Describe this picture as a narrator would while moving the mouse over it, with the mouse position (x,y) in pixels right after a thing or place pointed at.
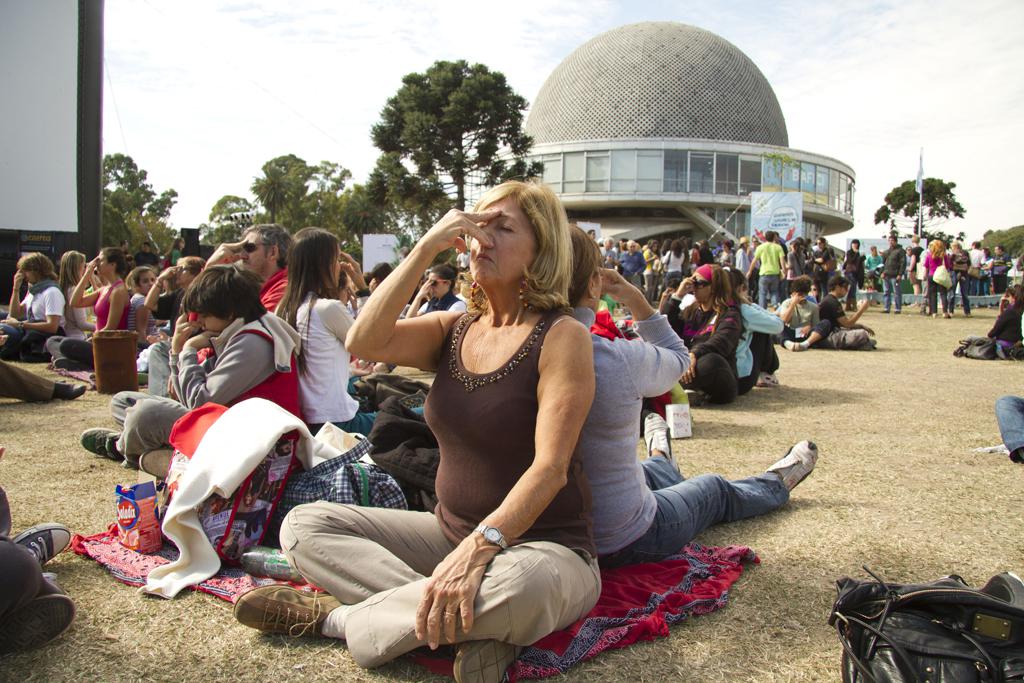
In this image few persons (462,366) are sitting on the grass land (785,526). Few persons (920,270) are standing on the grassland (913,380). A woman (535,431) wearing a brown top (477,445) is holding her nose (484,246) with her hand (473,229). Beside her there are few bags (218,540) on the cloth (220,573) which is on the grass land (150,644). Background (842,220) there are few buildings (621,165) and trees (1000,233). Top of image (896,143) there is sky (966,205) with some clouds (272,92).
